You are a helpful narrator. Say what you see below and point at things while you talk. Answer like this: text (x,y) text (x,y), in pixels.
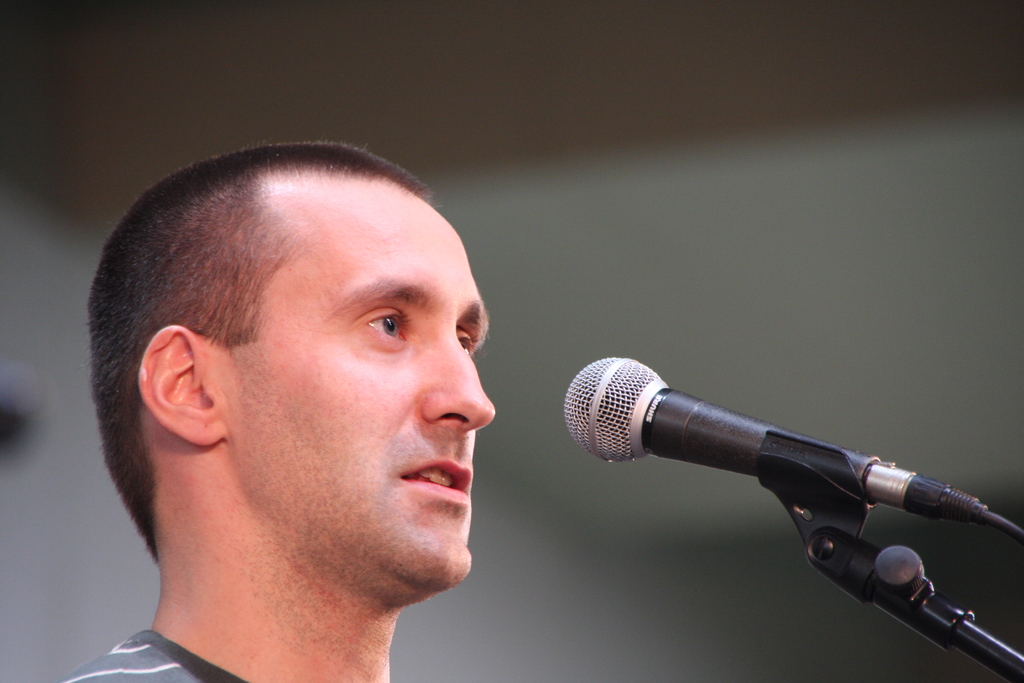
In this picture I can see a man (327,423) and a microphone (698,439). The background of the image (518,654) is blurred.
